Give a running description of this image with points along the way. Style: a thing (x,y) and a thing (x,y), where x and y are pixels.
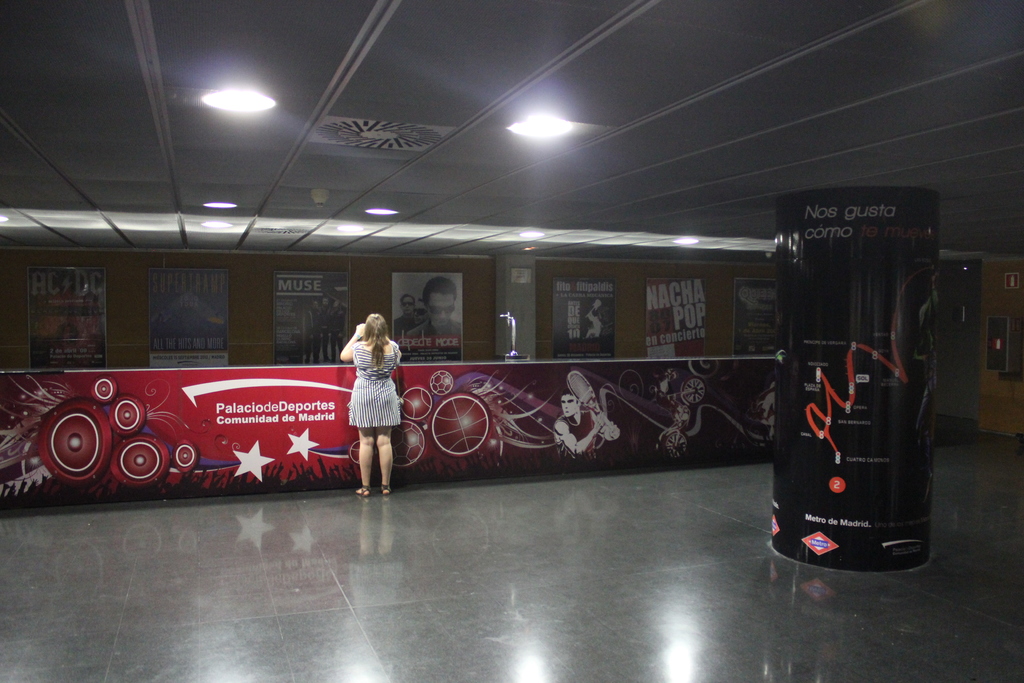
In the picture we can see the floor (490,552) on it, we can see a woman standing near the desk (297,393) and on the ceiling (353,169) we can see many lights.
